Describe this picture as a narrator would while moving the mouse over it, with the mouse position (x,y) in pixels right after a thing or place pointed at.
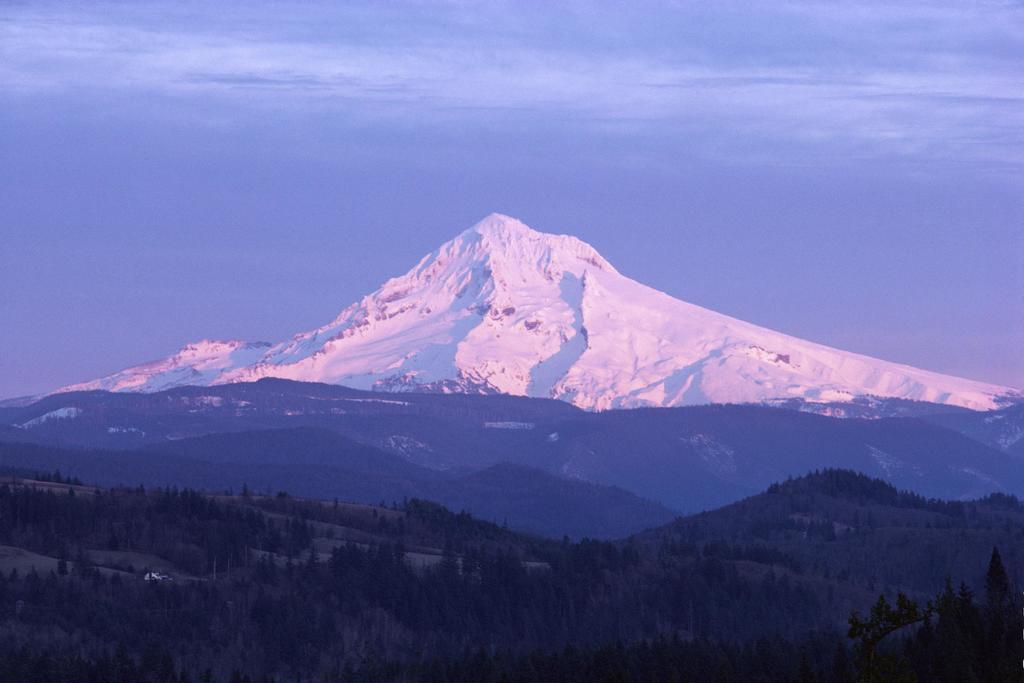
At the bottom of the image (480,547) there are hills (400,545) with grass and trees (301,671). Behind them in the background (461,362) there is a mountain (543,352) with snow (483,343). At the top of the image (679,126) there is a sky (221,210).
